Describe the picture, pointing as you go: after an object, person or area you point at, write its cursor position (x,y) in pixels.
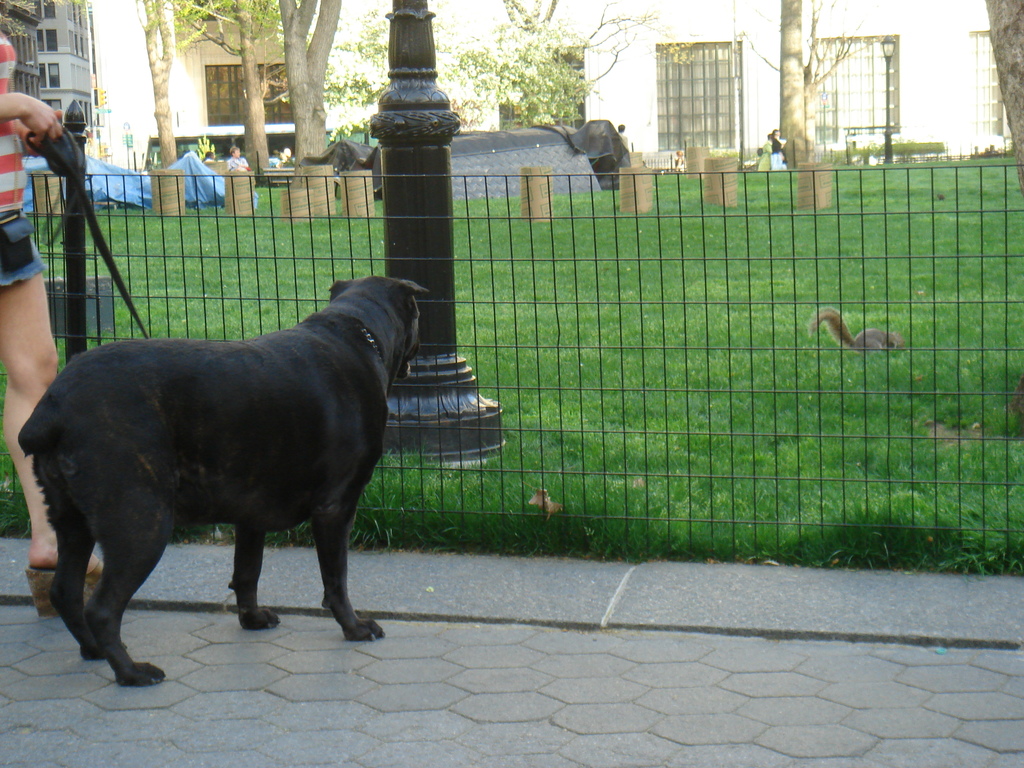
In this picture we can see a person (20,149) holding a black dog (196,357) and standing outside the fence (935,391). On the other side of the fence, we can see green grass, trees (1013,120) and buildings (945,90).
